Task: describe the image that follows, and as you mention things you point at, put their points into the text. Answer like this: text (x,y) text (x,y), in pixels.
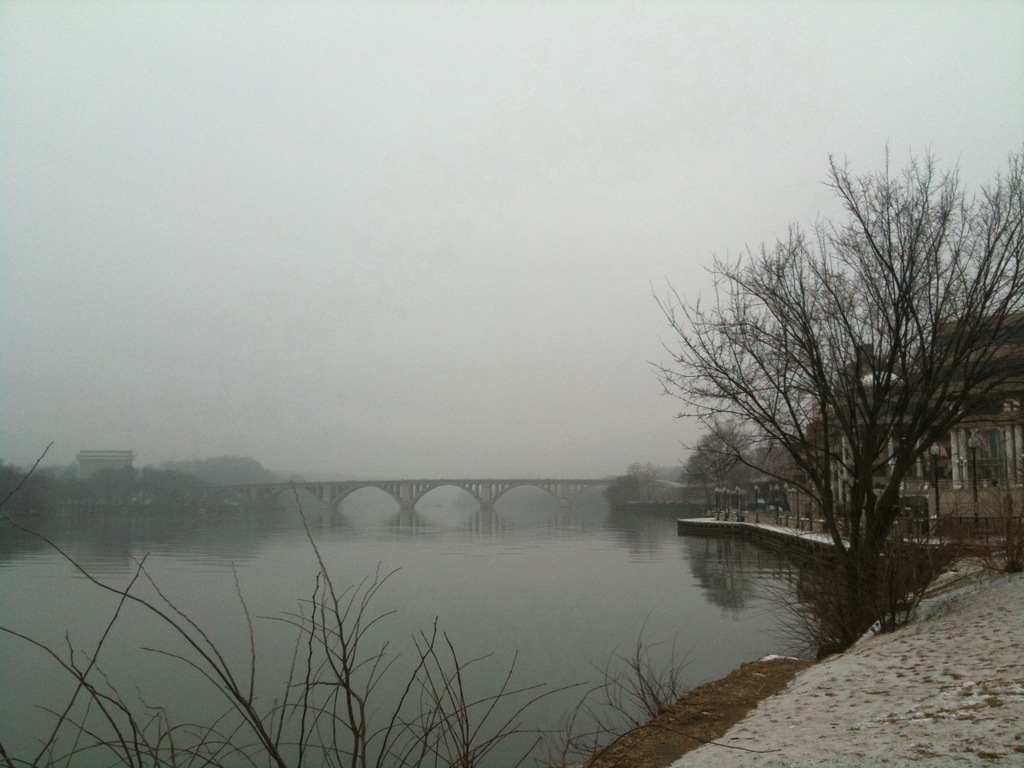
In this picture there is a bridge (254,497) and there are buildings (957,475) and trees (873,586). On the right side of the image (721,514) there is a road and there are street lights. At the top (352,200) there is sky (413,243). At the bottom (552,617) there is water (691,632).
